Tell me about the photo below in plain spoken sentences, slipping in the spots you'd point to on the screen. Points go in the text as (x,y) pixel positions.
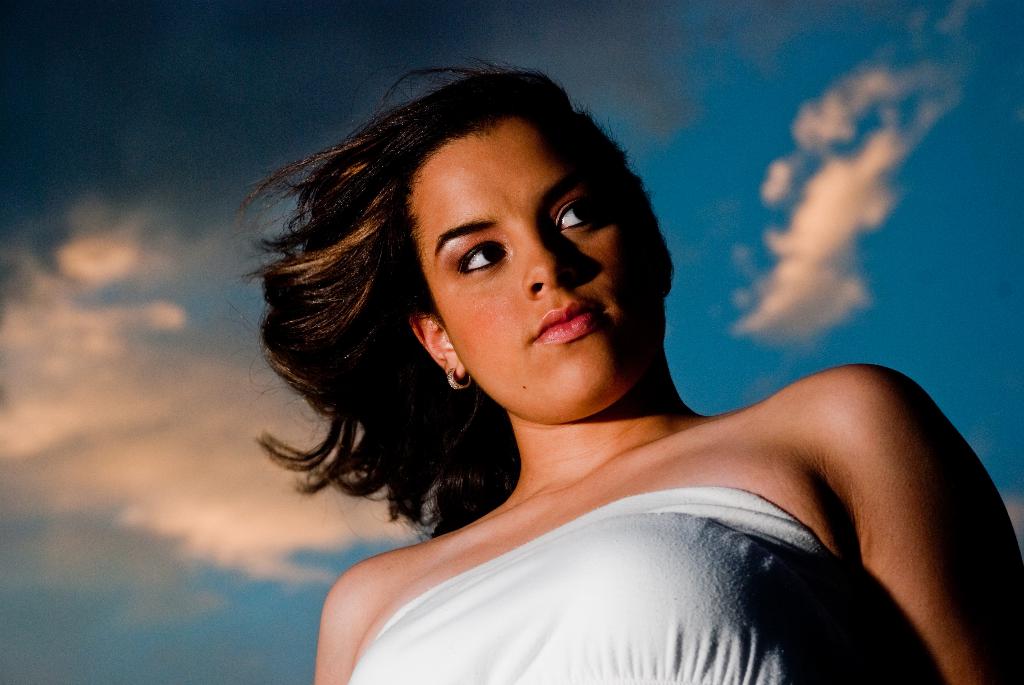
In this picture I can see a woman (441,441) and a blue cloudy sky (160,211).
